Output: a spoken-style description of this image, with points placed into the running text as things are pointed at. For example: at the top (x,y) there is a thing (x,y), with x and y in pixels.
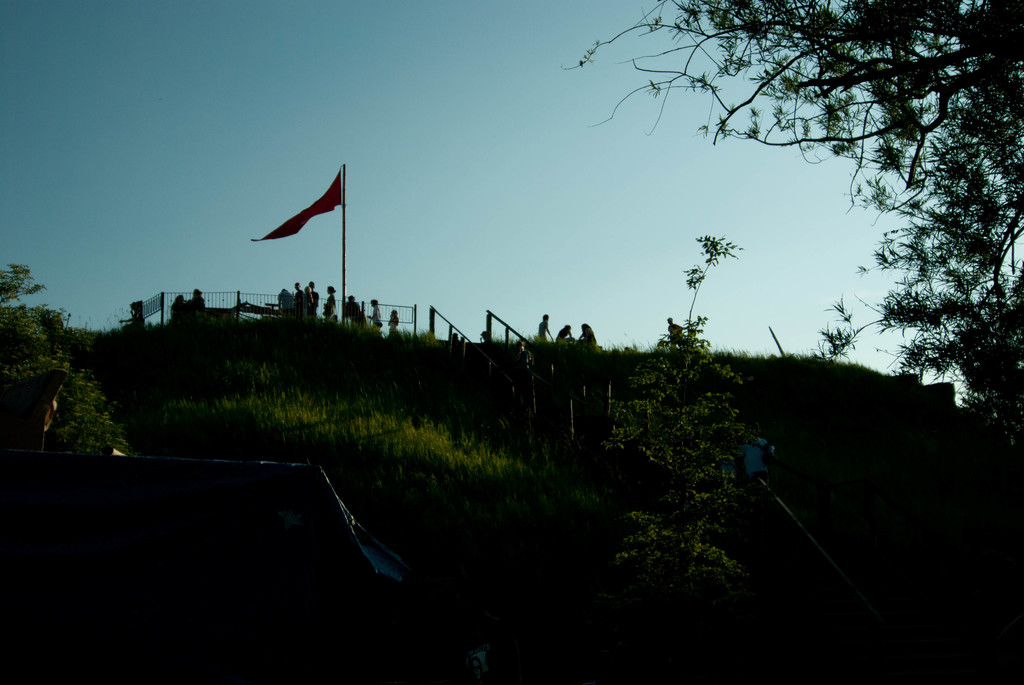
At the bottom of the picture (480,516), we see the grass (496,578) and the trees (66,426). On the left side (244,498), we see a tent (252,484). In the middle (518,376), we see the people (768,459) climbing up the stairs (479,364). Beside that, we see the stair railing (494,362). In the middle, we see a flag pole (346,219) and a flag (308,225) in red color. We see the people (349,302) are standing. Beside that, we see the stair railing (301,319). In the right top (791,85), we see the trees (883,128). At the top (417,82), we see the sky (287,274).
